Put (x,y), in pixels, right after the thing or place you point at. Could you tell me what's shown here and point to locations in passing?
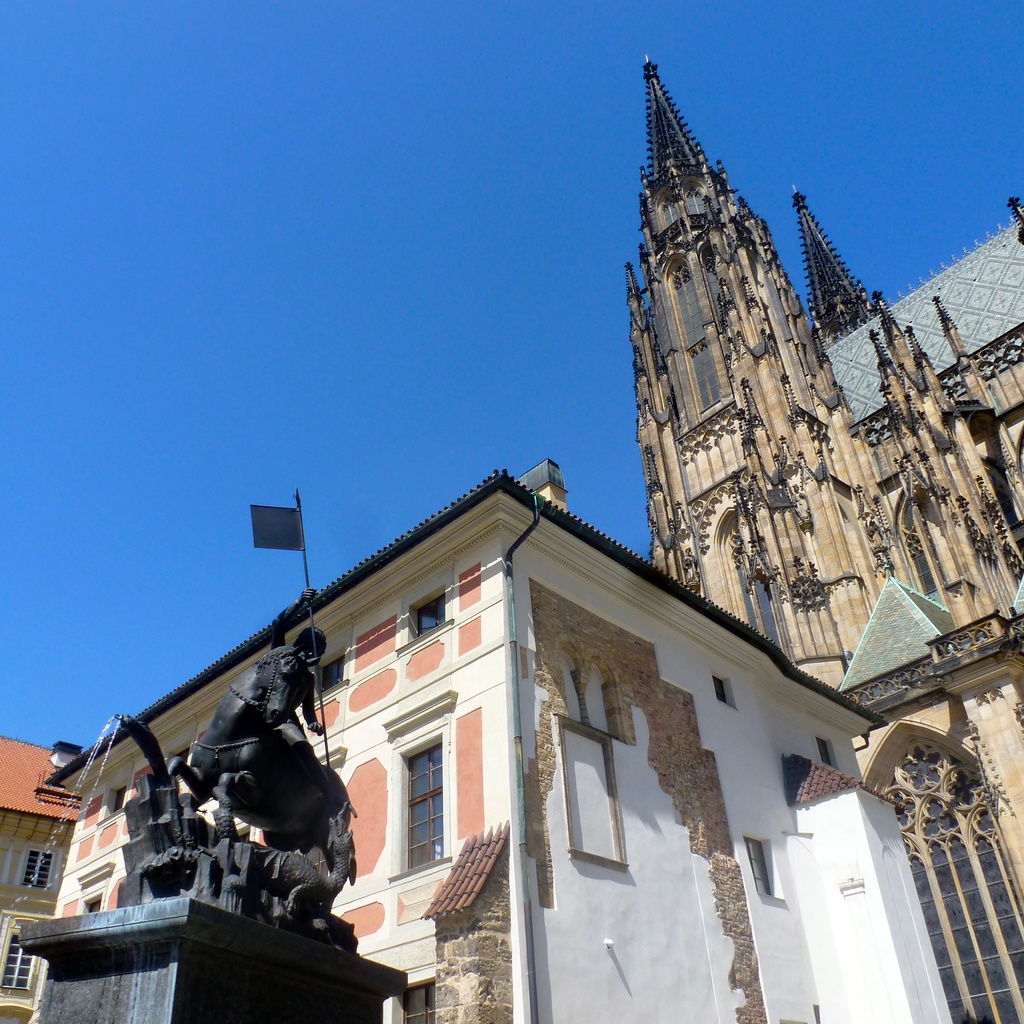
In this image we can see few buildings (823,678). There is a statue (254,755) in the image. There is a sky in the image.
